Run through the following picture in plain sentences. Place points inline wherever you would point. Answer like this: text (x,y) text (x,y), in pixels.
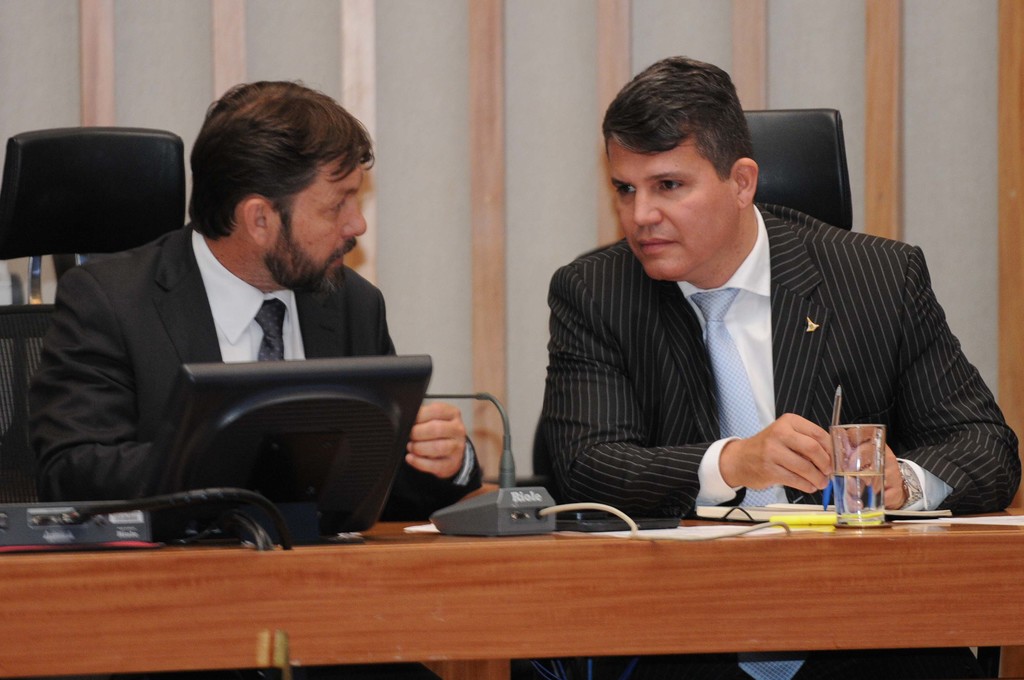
In this image i can see two man (555,288) sitting on a chair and wearing blazers (680,406), there are few papers (656,532) a book (742,509), a glass (862,477) and a desktop (334,435) on a table (415,575) at the back ground (428,57) i can see a wall (451,44).
